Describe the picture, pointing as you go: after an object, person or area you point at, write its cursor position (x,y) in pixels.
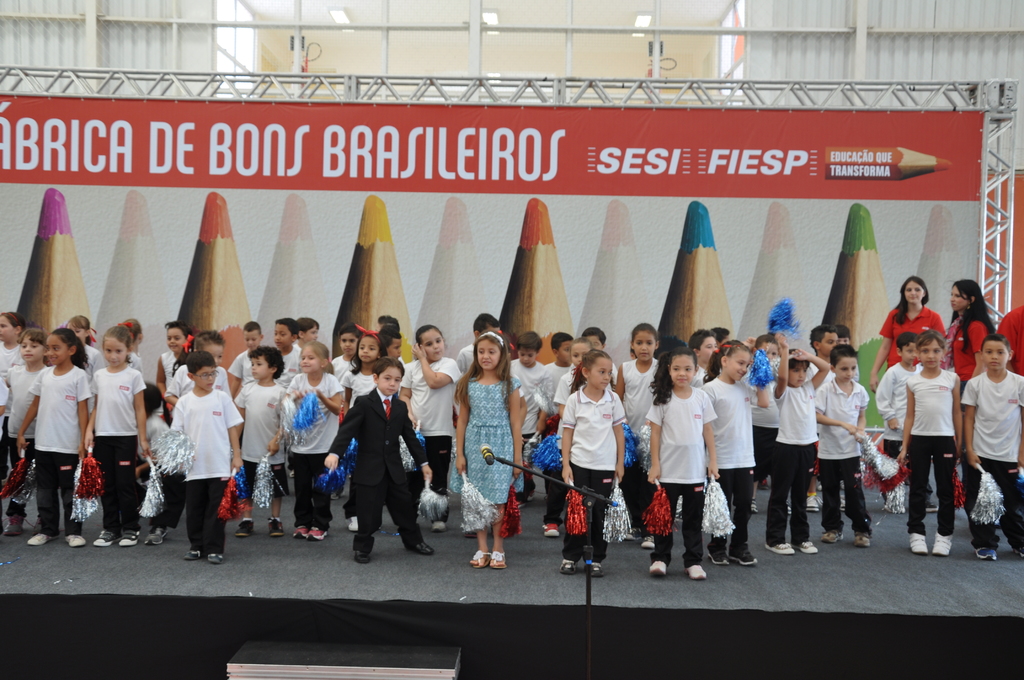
In this image we can see a few people (401,482) standing on the stage (623,608) and holding the objects (152,479), in front of them, we can see a mic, also we can see a banner (186,285) with some text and images (858,232), in the background (401,65) we can see a building (199,48).
